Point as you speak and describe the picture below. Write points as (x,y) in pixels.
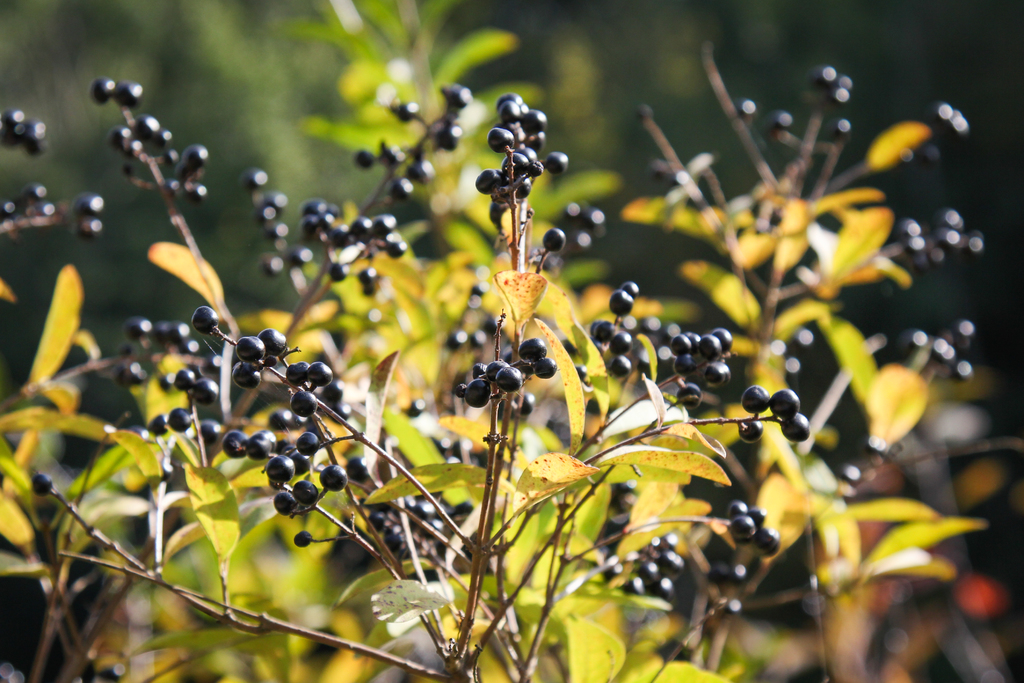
In this image we can see the fruits (309,375) with stem (476,584) and leaves (382,261).
